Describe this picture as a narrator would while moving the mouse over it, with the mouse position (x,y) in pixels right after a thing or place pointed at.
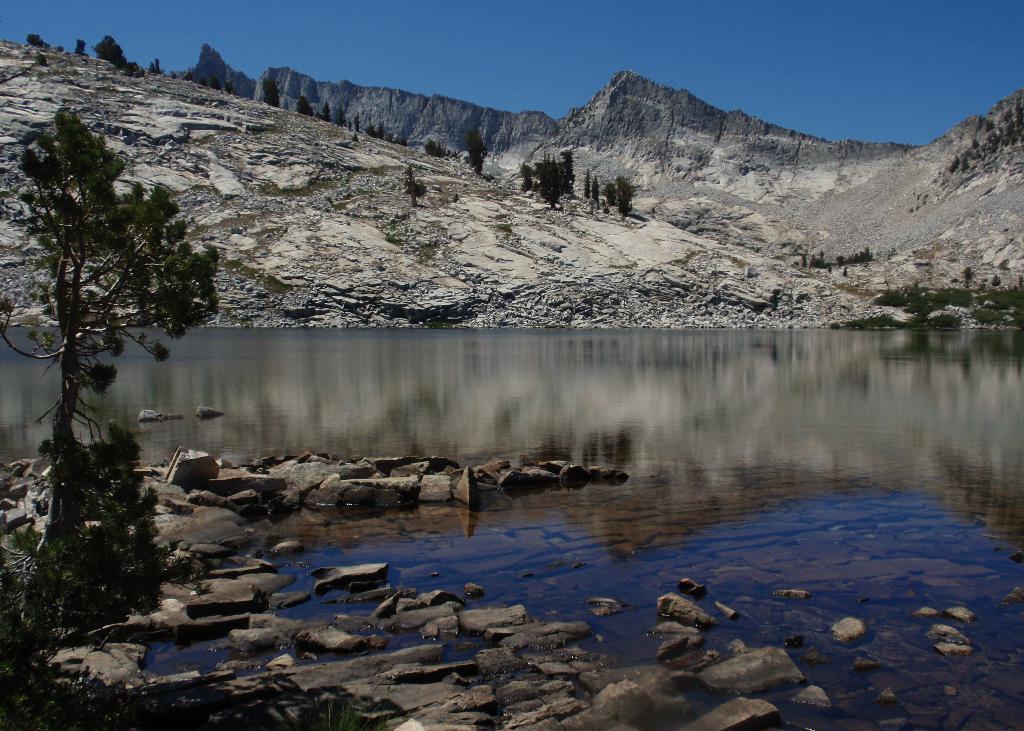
In the image in the center (388,442) we can see the sky (809,79), hills (706,249), trees (101,169), stones (450,721) and water (722,448).
